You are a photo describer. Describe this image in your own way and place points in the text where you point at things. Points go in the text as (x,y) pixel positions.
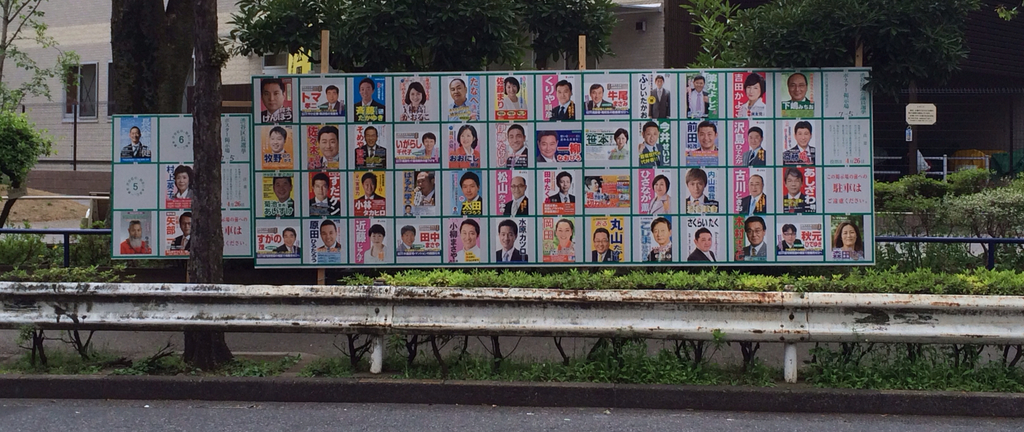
In this image we can see an advertisement (278,244) with the pictures of persons (367,180). In the background (365,51) we can see trees (904,60), iron grill (939,137), road (260,415), windows (77,97) and building (62,107).
